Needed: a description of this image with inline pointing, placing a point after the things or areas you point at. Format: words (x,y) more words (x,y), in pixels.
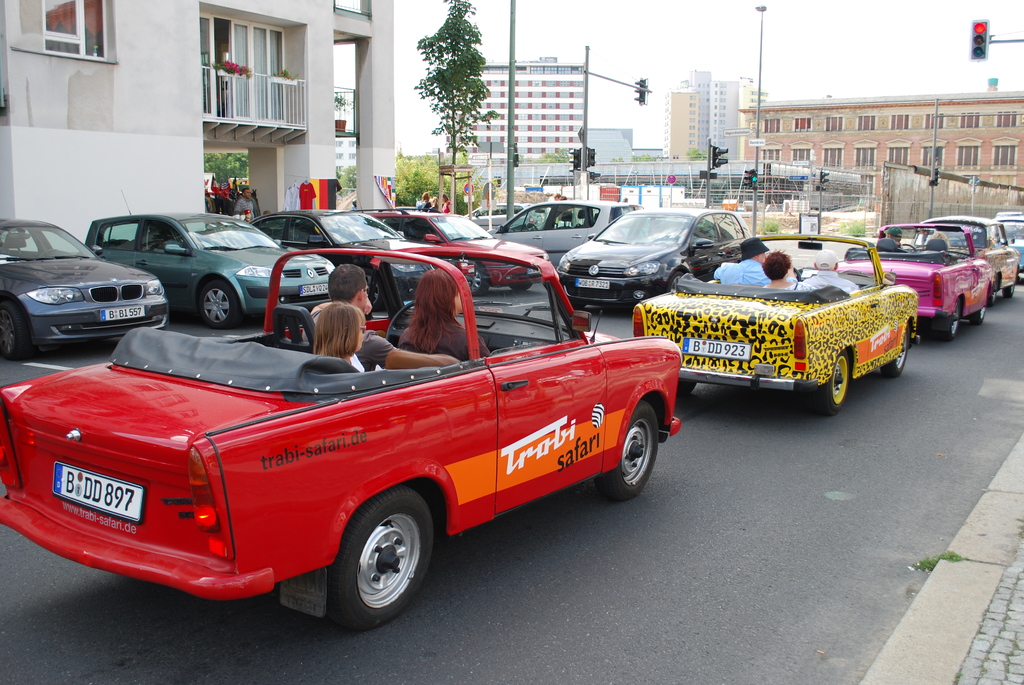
In this image we can see many buildings (533,114). In one white building (130,137) one person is standing and some cars (129,227) are parked in front of that building (261,197). Some shirts (299,199) are there. One big tree (454,200) is there, small pot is there in the balcony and some bushes (406,198) is there. Two flags (320,186) are there. Two persons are standing near the sign board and In road (645,531) so much of traffic (566,416). Signal lights (822,183) are there, so many cars (831,315) are waiting for that green signal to move. On that road (56,578) in pink car (941,264) there are 2 persons (890,236), yellow car (841,309) 3 persons (779,279) are there, in red car (452,475) one man (365,300), one woman (462,327) and one child (359,365) is sitting in that car (242,488).
